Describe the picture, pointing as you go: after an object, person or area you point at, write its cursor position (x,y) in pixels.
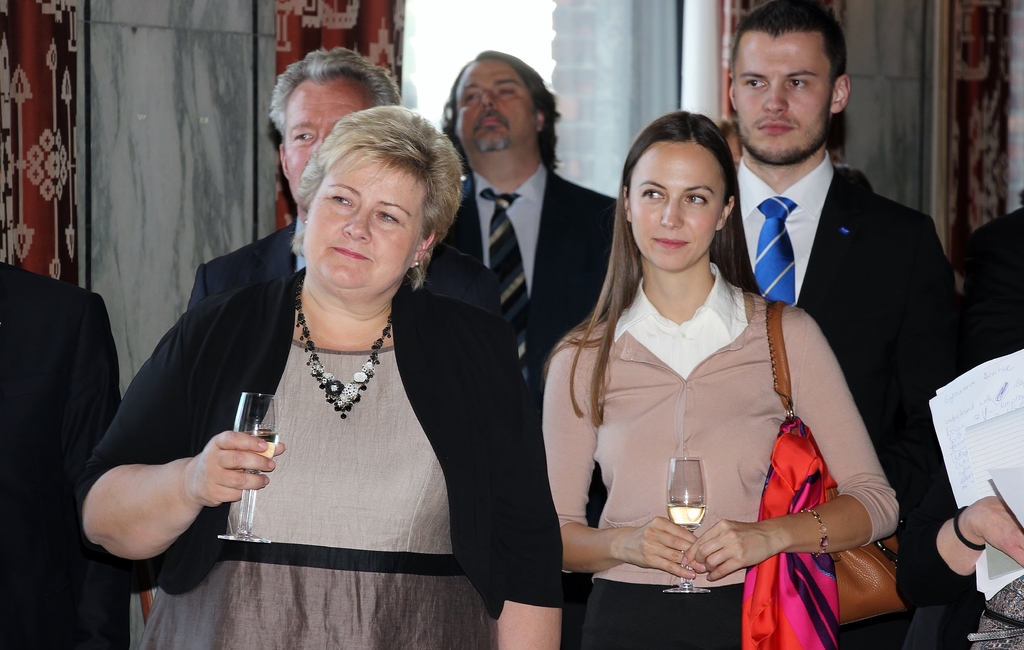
In this image there are two women (447,405) with glass (700,513) of alcohol (674,516) in the front (612,586) and behind the women (670,582) there are also few persons (865,201). In the background (14,83) there are curtains (303,35) visible.
